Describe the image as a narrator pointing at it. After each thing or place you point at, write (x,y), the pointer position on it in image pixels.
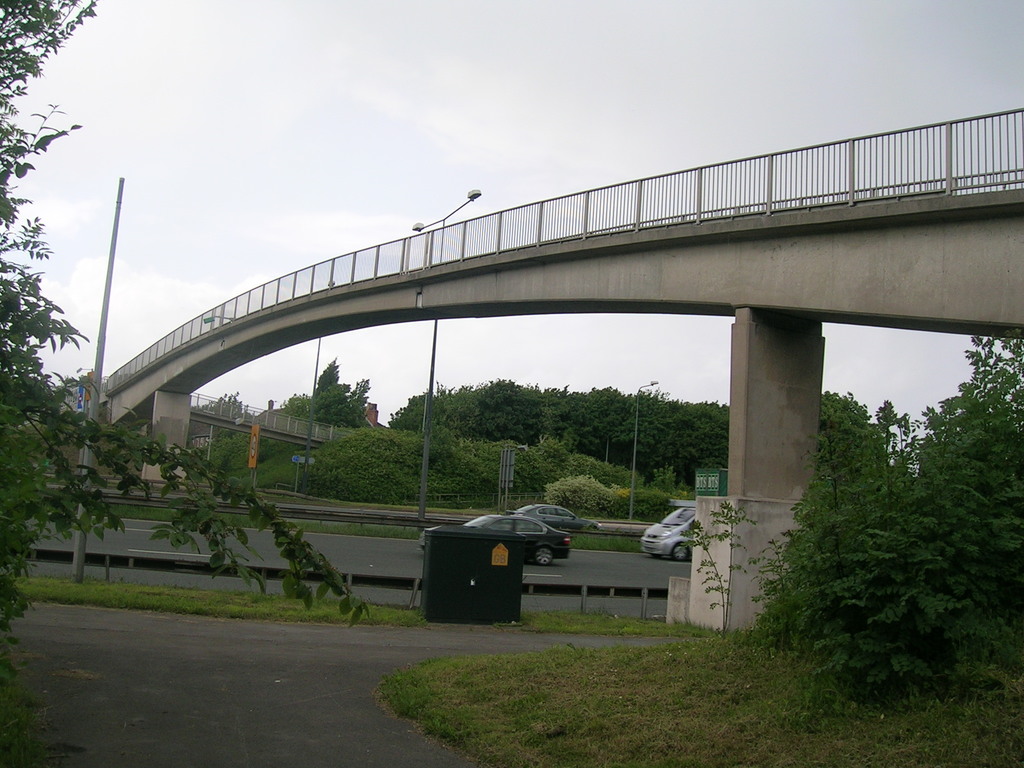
There is a road (185,717). On the right side (982,702), there are plants (941,459) and grass (528,684) on the ground (716,722). On the left side (24,420), there is a tree (17,49). There is a black color object (432,599) near a bridge (671,293), which is built across the road (624,564), on which, there are vehicles (647,536). In the background (570,427), there are trees (652,421), plants (407,474) and there is a sky (372,123).
